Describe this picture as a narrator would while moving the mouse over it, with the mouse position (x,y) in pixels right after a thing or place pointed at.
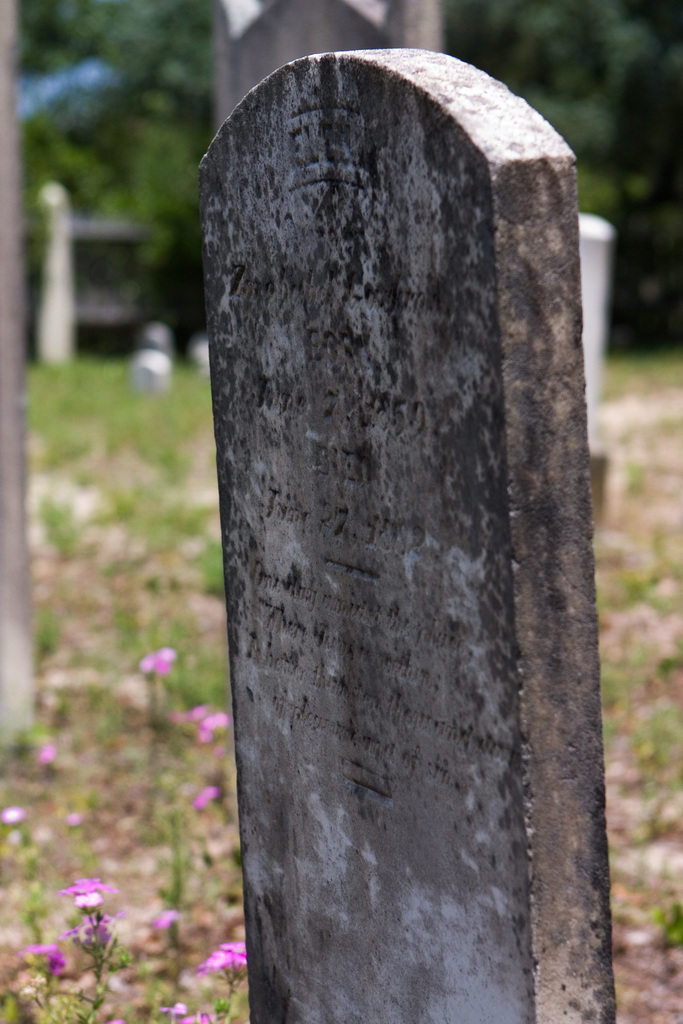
In this image we can see there are some gravestones (290,371), trees (176,10) and plants (205,673) with flowers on it.
